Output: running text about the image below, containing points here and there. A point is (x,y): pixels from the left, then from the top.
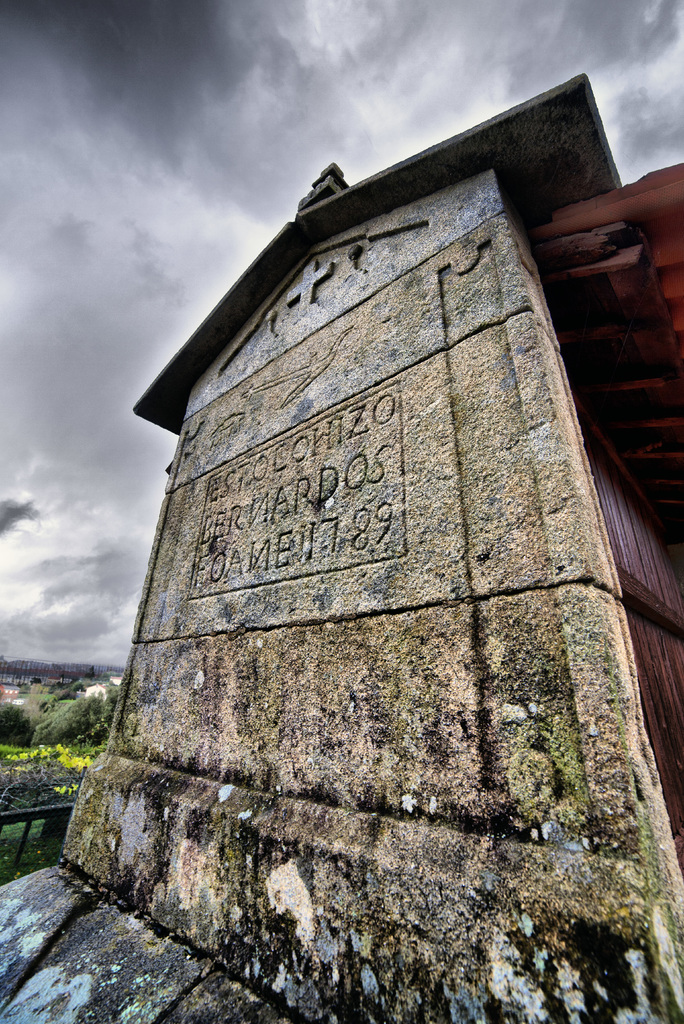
In the picture we can see a stone wall (419,695) with some wordings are shaped on it and on the top of it, we can see a roof like structure (169,409) and in the background (131,617) we can see some grass (39,746) and a sky (128,347) with clouds (248,159).
